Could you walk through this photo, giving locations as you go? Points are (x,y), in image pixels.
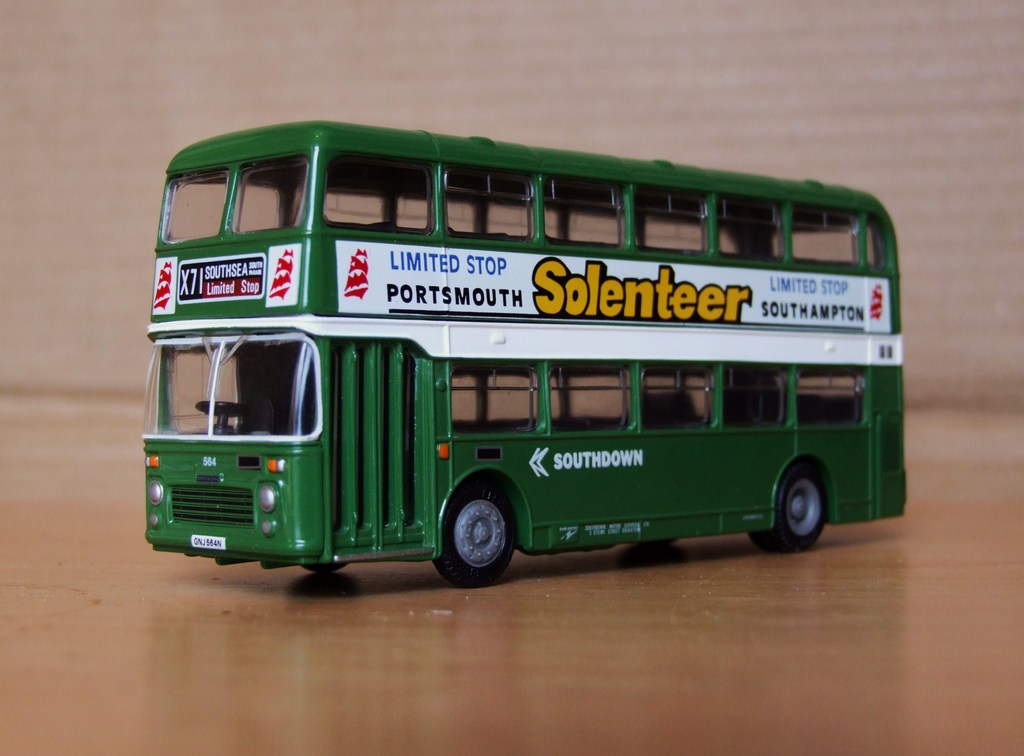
In this image, we can see a toy vehicle (554,462) on the wooden surface (609,607). We can also see the background (841,47).
